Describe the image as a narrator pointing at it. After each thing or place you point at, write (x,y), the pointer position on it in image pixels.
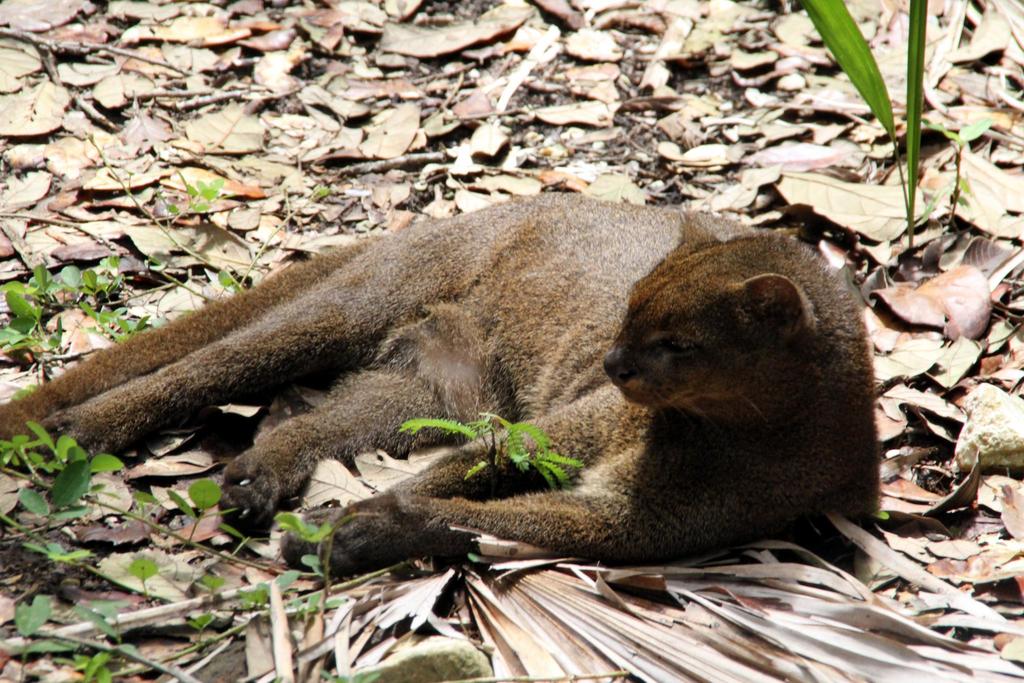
In this image we can see an animal (469,399) lying on the surface (644,151). There are few plants (186,538) in the image. There are many dry leaves (649,86) on the ground (484,92).
